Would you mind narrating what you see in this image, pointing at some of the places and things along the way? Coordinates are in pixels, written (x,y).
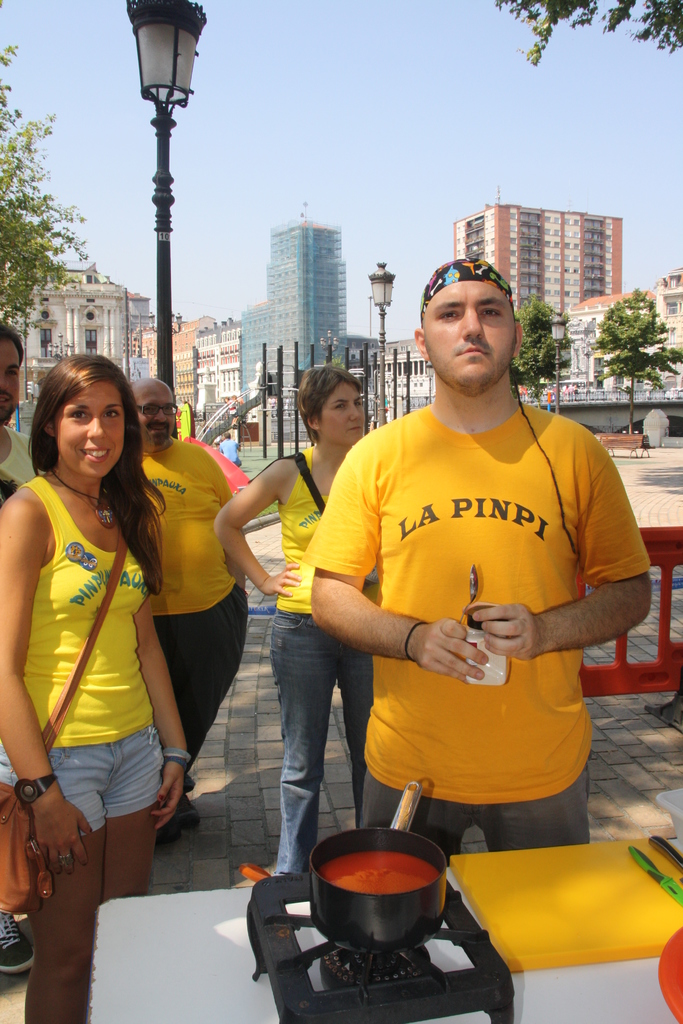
In this image I can see the group of people (402,532) standing and wearing the yellow color dresses (60,690). There is a stove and pan (386,938) on the white color table (208,944). To the side I can see the chopping board (559,878). I can see one person (101,406) wearing the bag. In the background (81,287) I can see light poles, trees (649,339), buildings (469,232) and the sky (391,253).
